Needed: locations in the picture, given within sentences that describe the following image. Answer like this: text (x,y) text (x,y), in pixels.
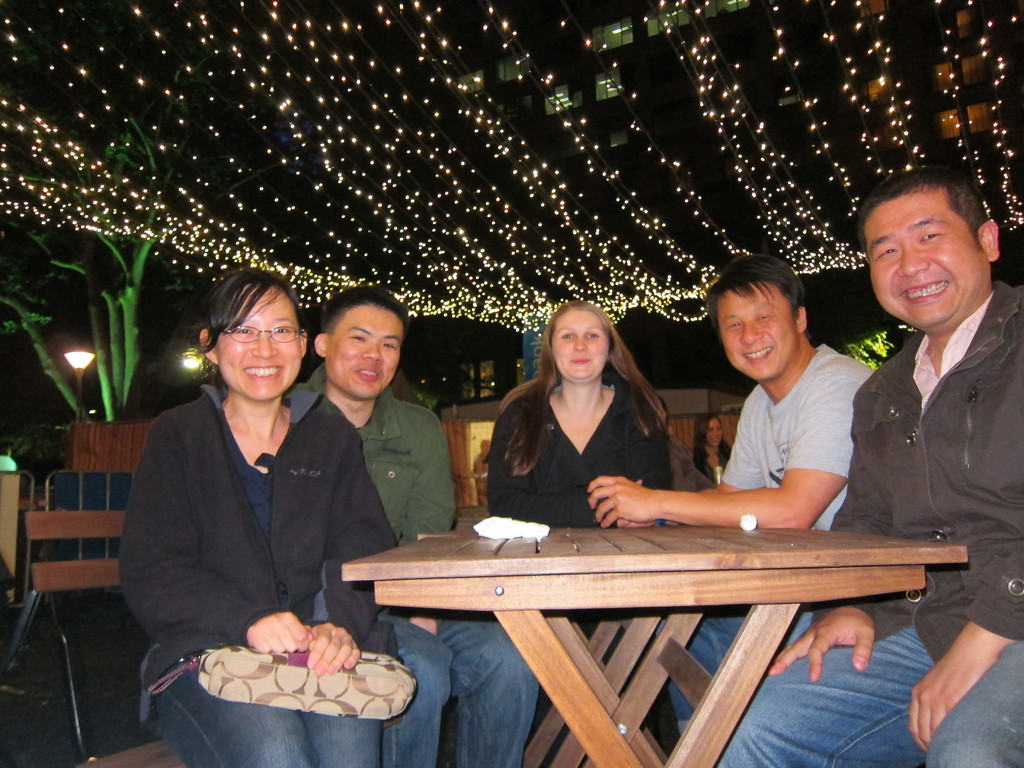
In this image i can see two women (550,432) and three man (405,432) sitting on the chair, the woman (371,649) holding a bag (282,702) there is a paper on a table (519,569), at the back ground (115,321) i can see a plant (115,321) and few lights (223,228).
